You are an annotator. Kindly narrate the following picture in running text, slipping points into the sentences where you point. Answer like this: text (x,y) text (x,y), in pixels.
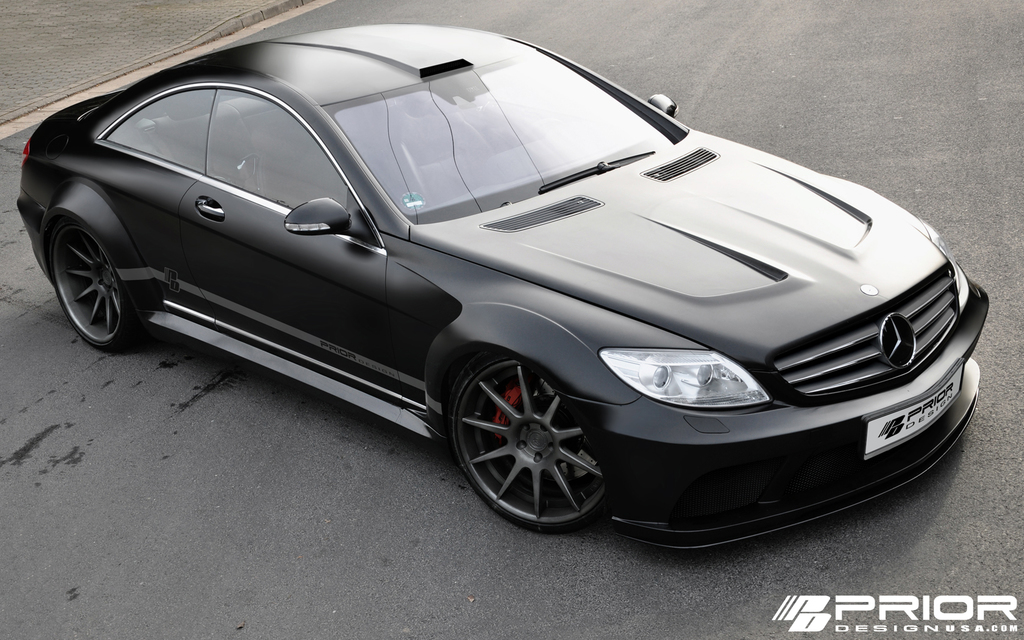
There is a black car (424,322) on a road (439,450).
